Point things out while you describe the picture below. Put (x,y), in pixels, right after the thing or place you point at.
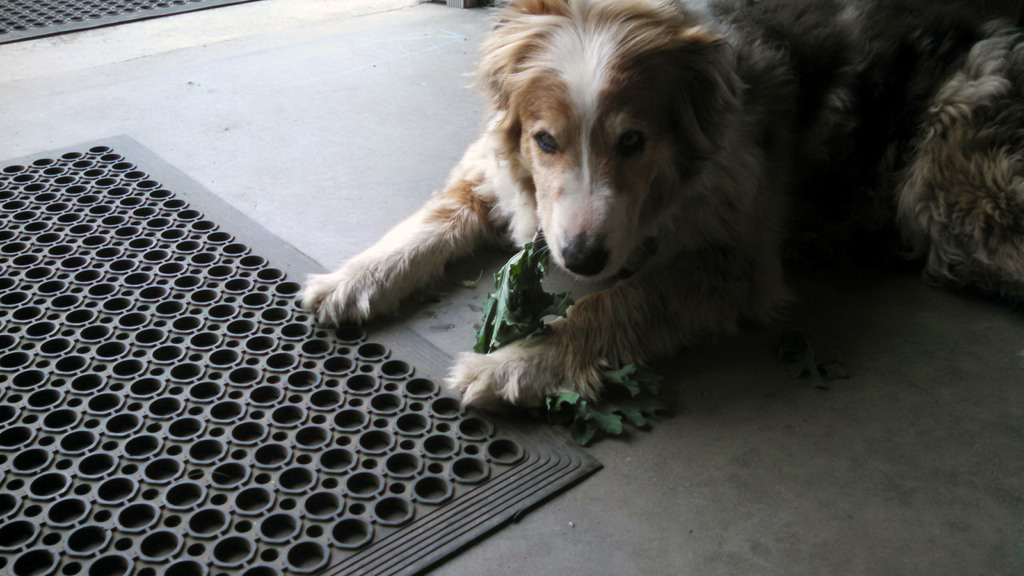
In this picture we can see a dog (749,206) holding leaves (511,274) and we can see mats (94,237) on the floor (230,172).
